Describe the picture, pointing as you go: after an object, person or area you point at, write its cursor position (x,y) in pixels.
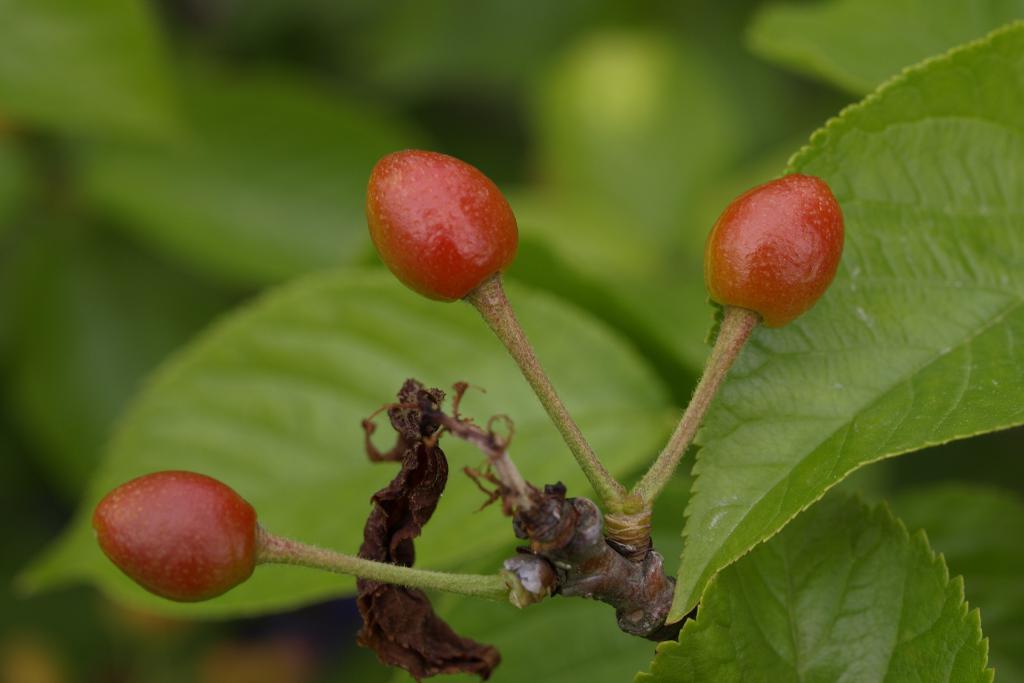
In this picture I can see the red color things (122,496) in front (779,232) and I see the green leaves (368,343). I see that it is blurred in the background (293,52).
